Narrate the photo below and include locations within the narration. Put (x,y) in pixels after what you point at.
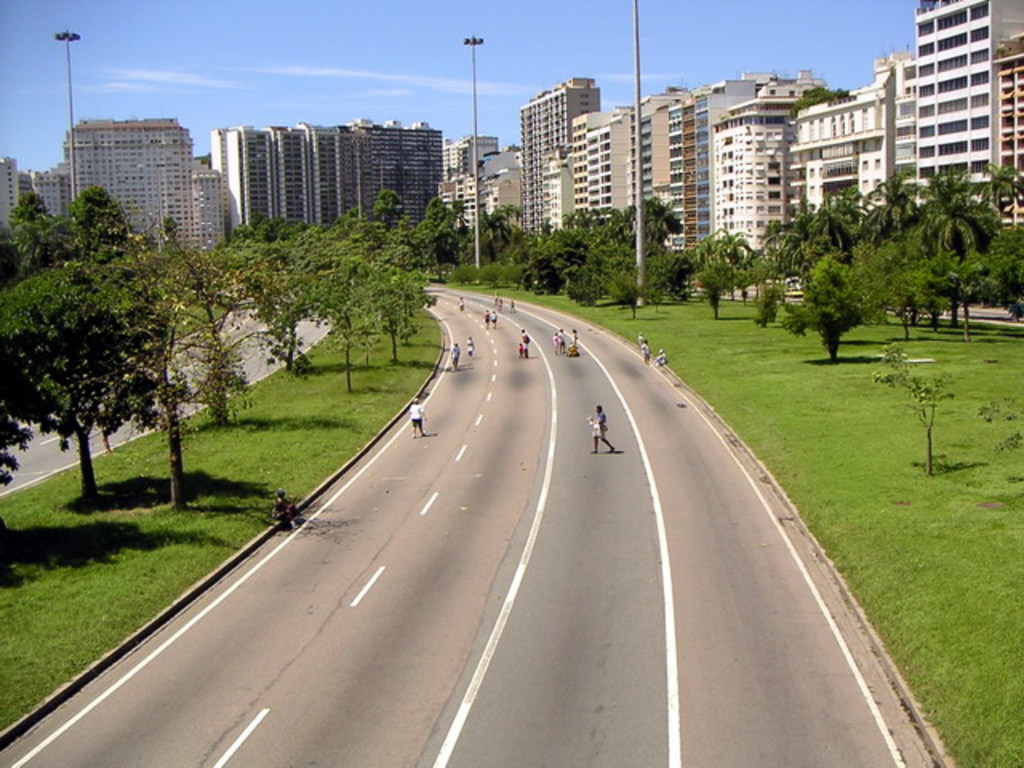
In this picture I can see few buildings (622,190) and trees (646,277) and few people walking and few are standing and we see few pole lights (62,38) and a blue cloudy sky (410,57) and I can see grass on both sides of the road (669,396).
